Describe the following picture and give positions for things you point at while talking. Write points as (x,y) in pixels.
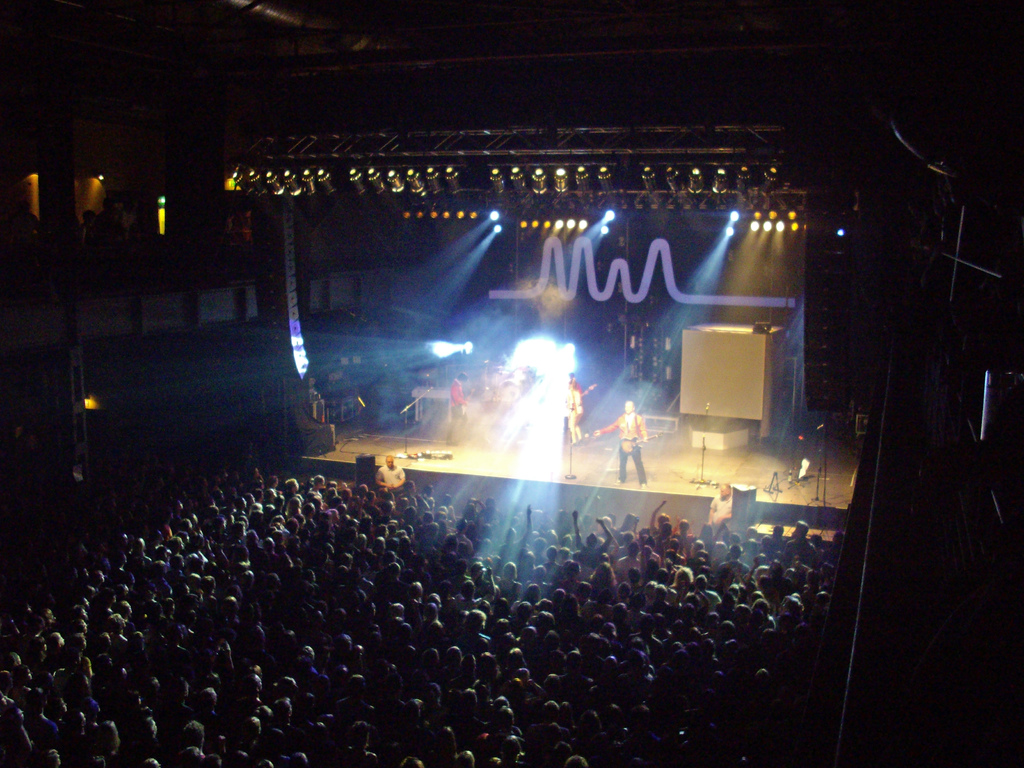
In this picture I can see few people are singing on the stage (586,411), in front (529,592) so many people (390,638) are watching the show.
